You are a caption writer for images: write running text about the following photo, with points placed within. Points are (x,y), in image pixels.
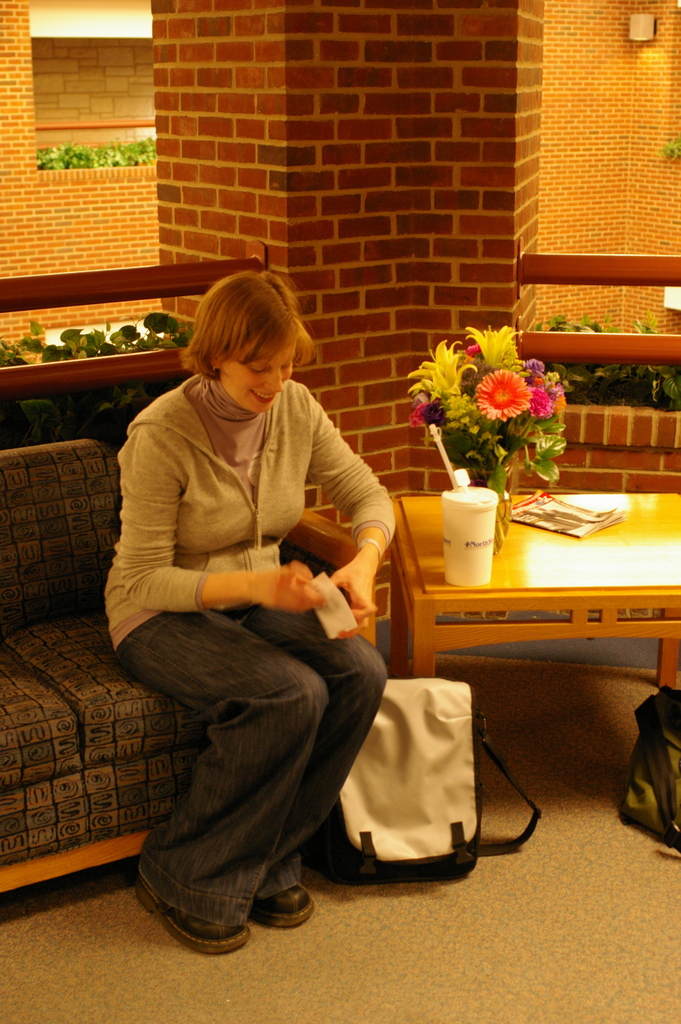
In this image there is a lady person (235,568) wearing beige color hoodie (214,528) sitting on the couch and at the bottom of the image (395,778) there is a bag (450,733) and at the right side of the image (544,560) there is a flower vase (494,541) and book (557,521) on the table (649,570) and at the background of the image (325,126) there is a brick wall (377,150).
